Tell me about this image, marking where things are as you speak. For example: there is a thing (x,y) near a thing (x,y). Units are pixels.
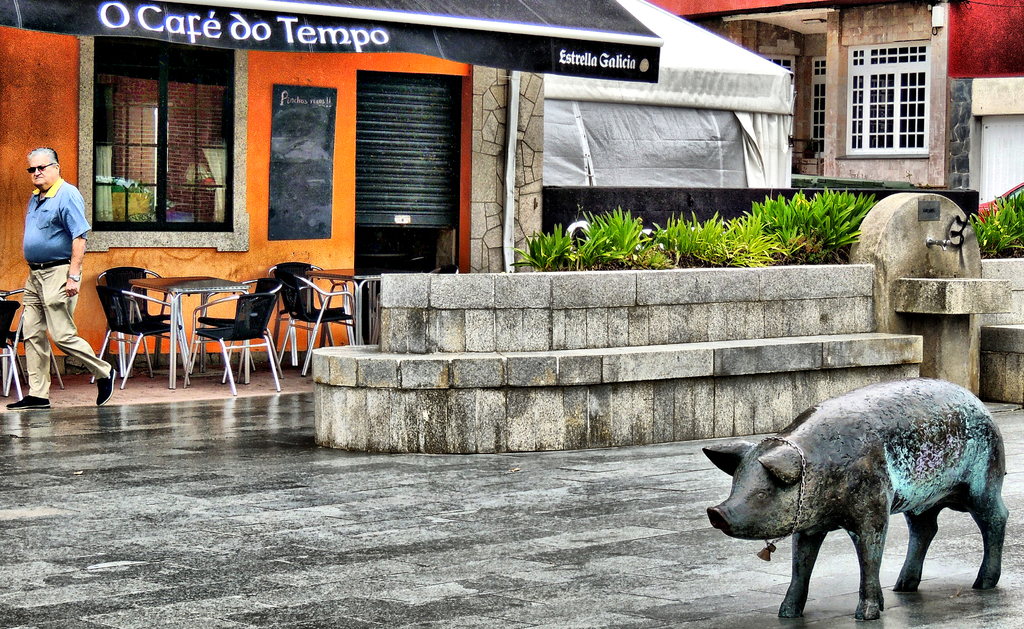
In this picture I can see a statue (822,458) of a pig (880,460) in front (878,481). In the background (57,71) I can see a man (70,292), number of chairs (148,313) and tables (170,382), few buildings (368,176), plants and on the left buildings (222,85) I can see something is written and I can see the stone seat (592,333) in the middle of this picture (581,351).
